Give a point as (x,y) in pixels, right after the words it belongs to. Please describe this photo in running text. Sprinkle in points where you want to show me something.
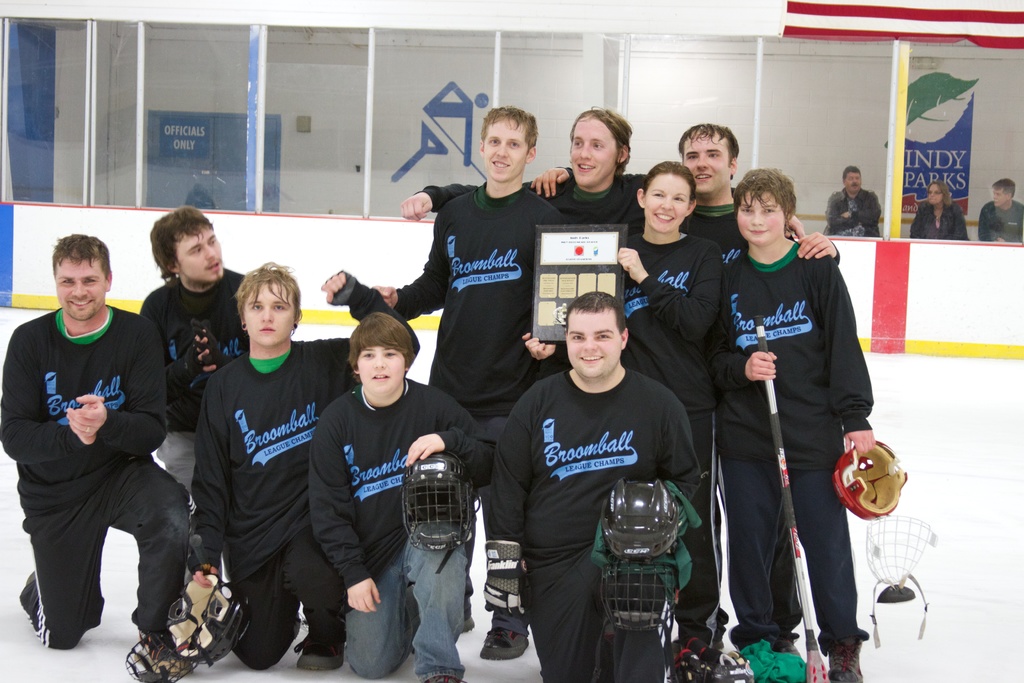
In this image we can see men (811,372) and women (708,295) are standing and sitting. They are wearing black color dresses (536,429). Three men (260,511) are holding helmets (452,527) in their hands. The woman (649,311) is holding a rectangular shape object (583,267) in her hand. We can see a person (794,423) is holding stick (815,656) and helmet (845,492) on the right side of the image (845,460). In the background (41,115), we can see the wall (439,167) and glasses (783,117). Behind the glass (825,222), we can see people (1000,202) are sitting and one banner (935,104) is present. The floor (983,441) is in white color.
